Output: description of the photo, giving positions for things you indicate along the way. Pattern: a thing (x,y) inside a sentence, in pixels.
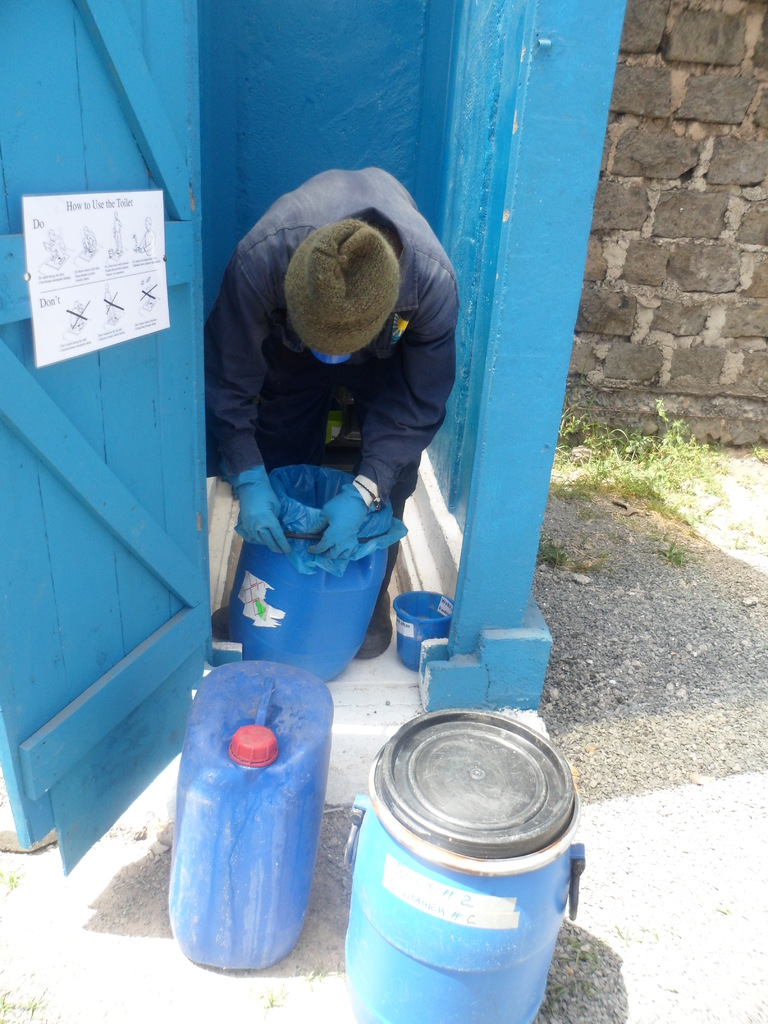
In this image there are plastic barrels (421,792), a can (312,771) and a bucket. To the left (228,101) there is a wooden cabin (116,99). There is a person (331,288) inside the cabin (357,45). There is a small board (85,258) sticked on the door (83,275) of the cabin (135,777). To the right (678,242) there is a wall (643,230). There is grass (659,454) in front of the wall (647,256).
